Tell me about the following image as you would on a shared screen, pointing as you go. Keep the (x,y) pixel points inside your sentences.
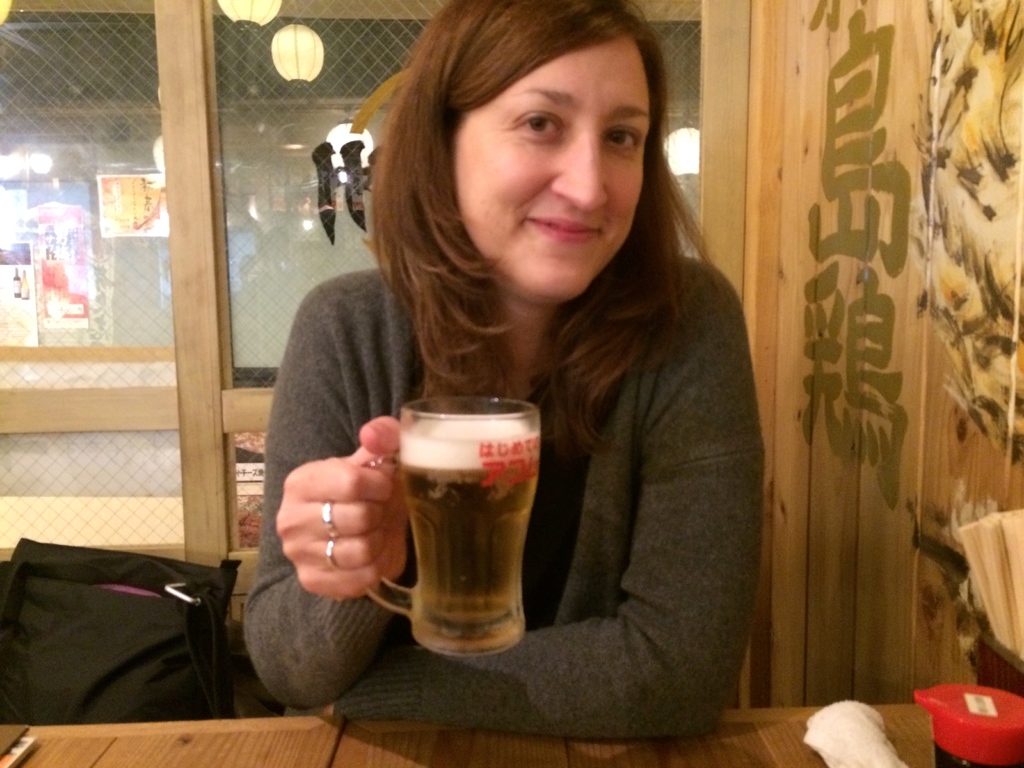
In the center of the image (540,286) there is a woman (344,480) sitting at the table (727,757) with beverage (446,527). On the right side of the image (901,7) we can see wall (919,491), tissues (985,578) and jar (945,735). In the background (27,117) there is a door (203,162), window (235,155) and lights (244,17).
